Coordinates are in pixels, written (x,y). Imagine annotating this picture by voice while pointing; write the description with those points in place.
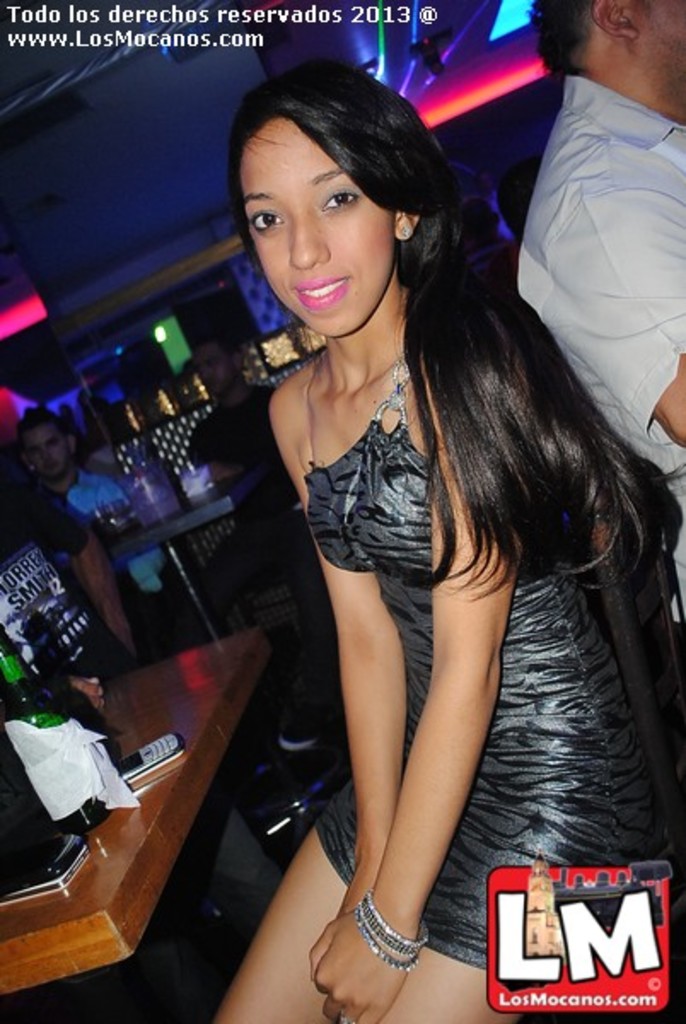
In this image I can see a person (379,238) sitting and posing. There are few other people (25,540), there are some objects (29,867) on the tables (148,854), also there are lights (382,65). And at the top (355,12) and bottom of the image (517,886) there are two watermarks (500,928).
